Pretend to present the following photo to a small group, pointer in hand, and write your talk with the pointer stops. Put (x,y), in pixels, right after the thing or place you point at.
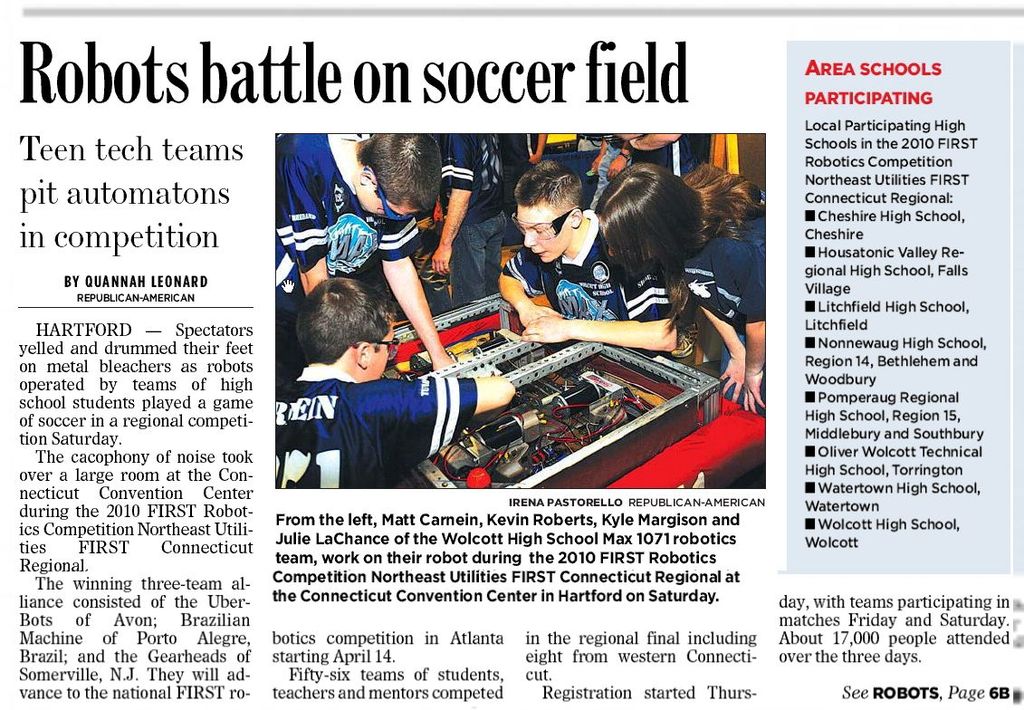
In this picture we can see a group of people (387,381), some objects (420,372) and some text (194,598) on the page (137,117).
